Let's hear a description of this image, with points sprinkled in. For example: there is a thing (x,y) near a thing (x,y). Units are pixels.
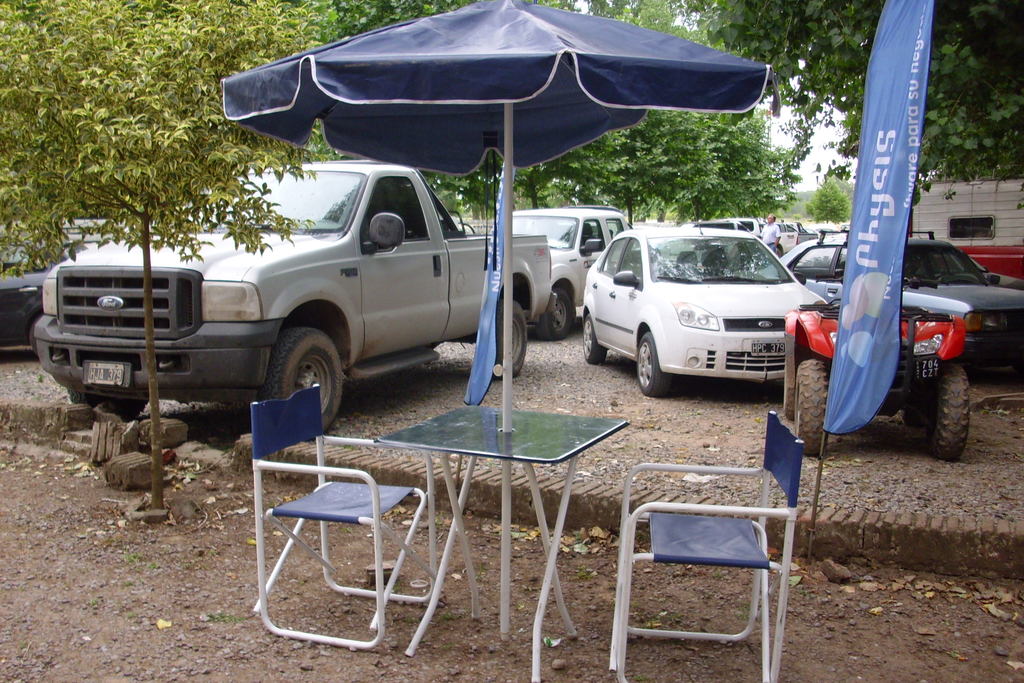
In this picture there are few cars (697,307) and a truck (327,292) is seen in the middle (542,310). An umbrella (455,145), two chairs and a table (520,446) are there. Some trees (116,99) and a person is visible in the background (773,221).
